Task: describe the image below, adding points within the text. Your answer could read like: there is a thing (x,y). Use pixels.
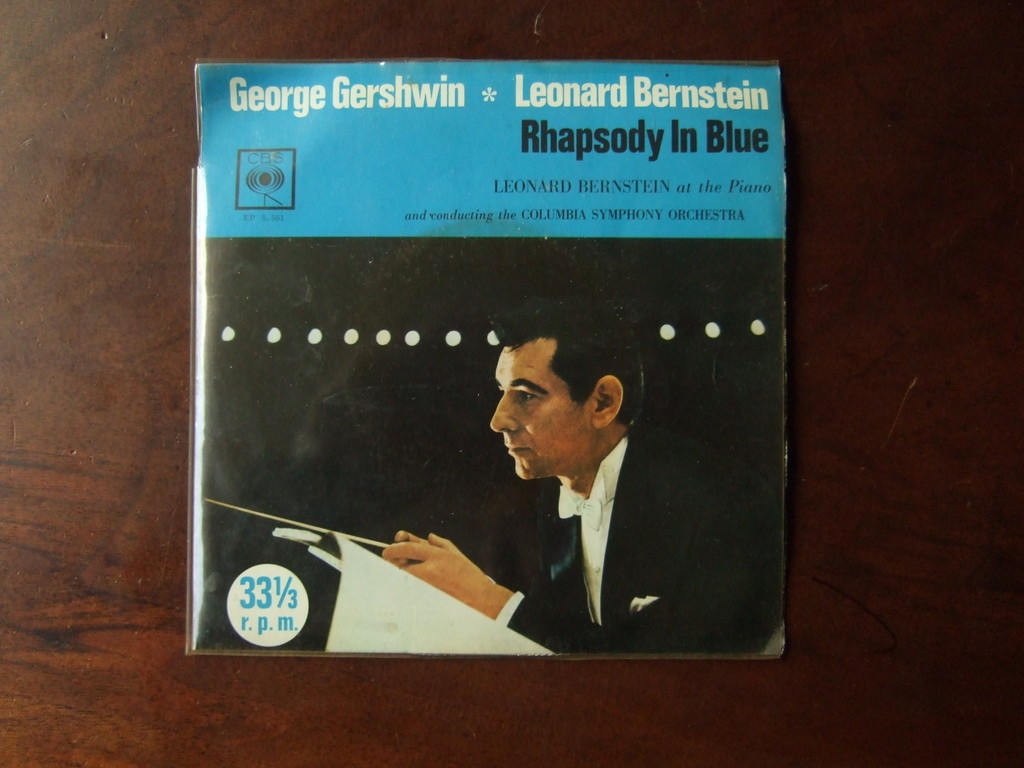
In this image we can see a table (121,607). On the table (481,664) there is an object (363,631).
